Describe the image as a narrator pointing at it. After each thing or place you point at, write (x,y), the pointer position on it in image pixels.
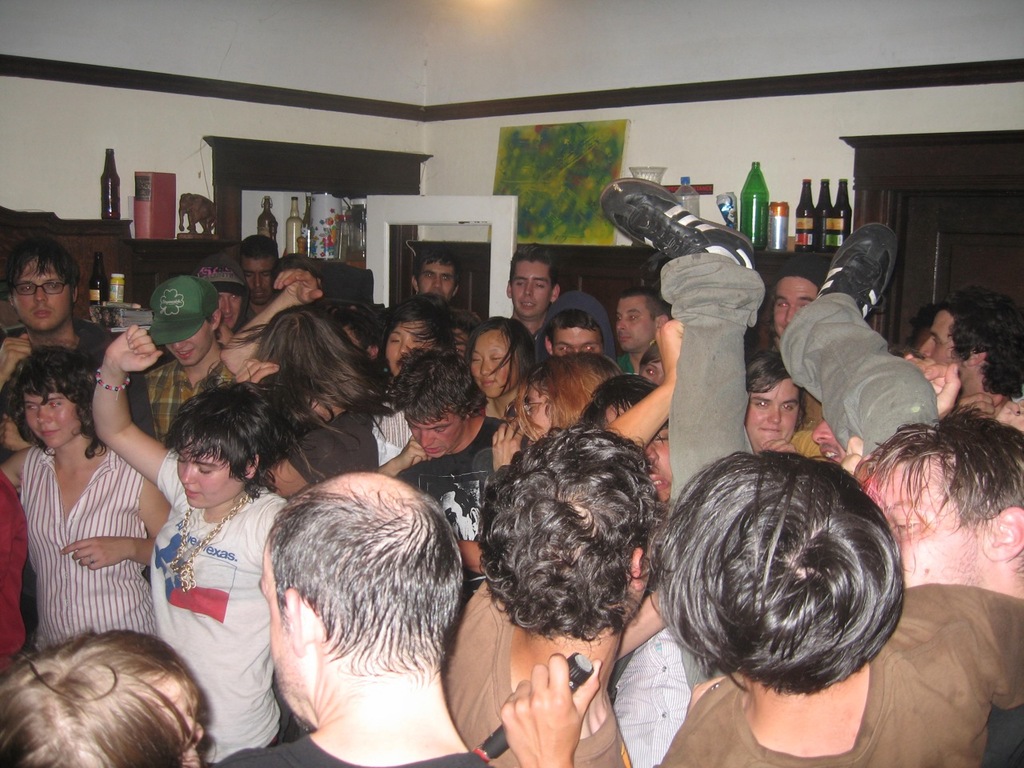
In the picture we can see a group of people (751,411) are standing in the house (33,94) very close to each other some person (941,700) is dancing and some people (1003,426) are holding a person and someone is holding a microphone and behind them, we can see a wall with some photo frames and some bottles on the wall (18,101) and beside it we can see a door (979,240) which is brown in color.
